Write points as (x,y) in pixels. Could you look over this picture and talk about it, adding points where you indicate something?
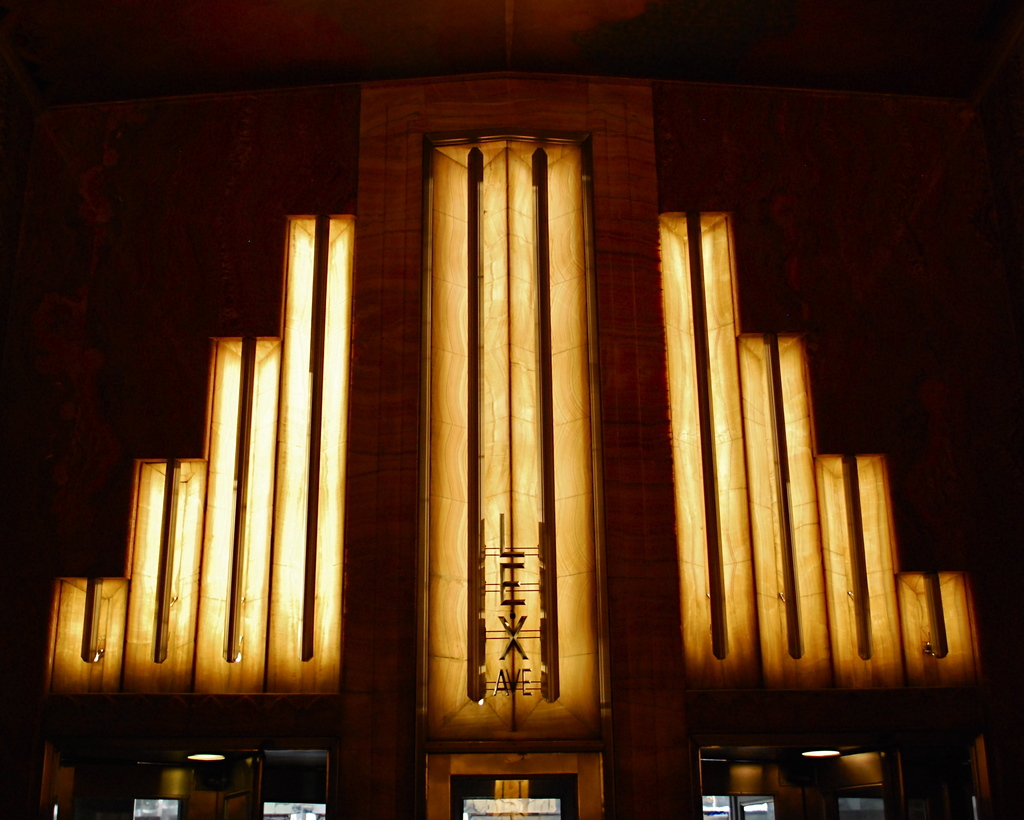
In the image I can see a wall (900,232) on which there are some lights (565,485) and something written at the bottom of the picture (508,561).
